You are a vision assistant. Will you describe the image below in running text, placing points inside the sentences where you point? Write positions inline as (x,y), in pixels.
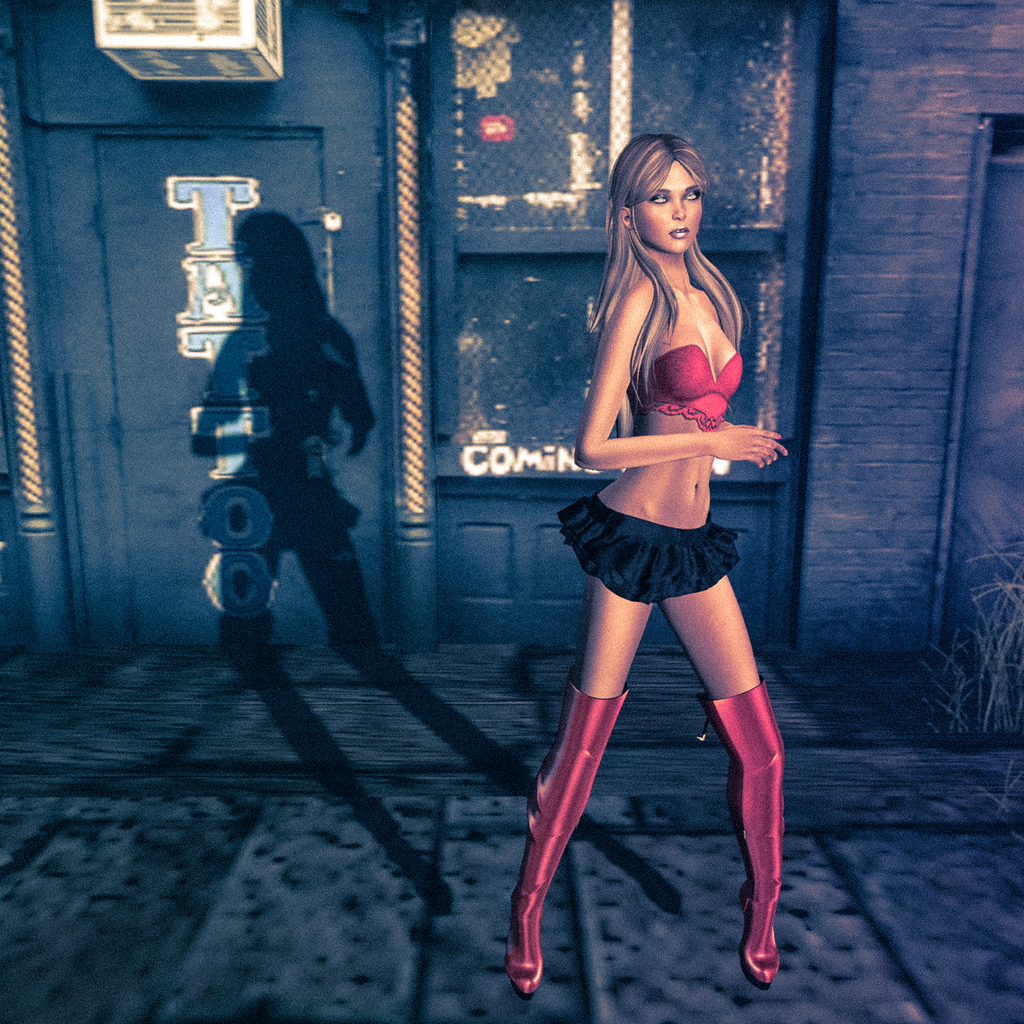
In this picture I can see animation of a woman (602,541). In the background (395,441) I can see wall (382,453) and shadow (276,422) of a woman (626,532). I can also see a name (238,370) on the wall (201,379) and white color object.
